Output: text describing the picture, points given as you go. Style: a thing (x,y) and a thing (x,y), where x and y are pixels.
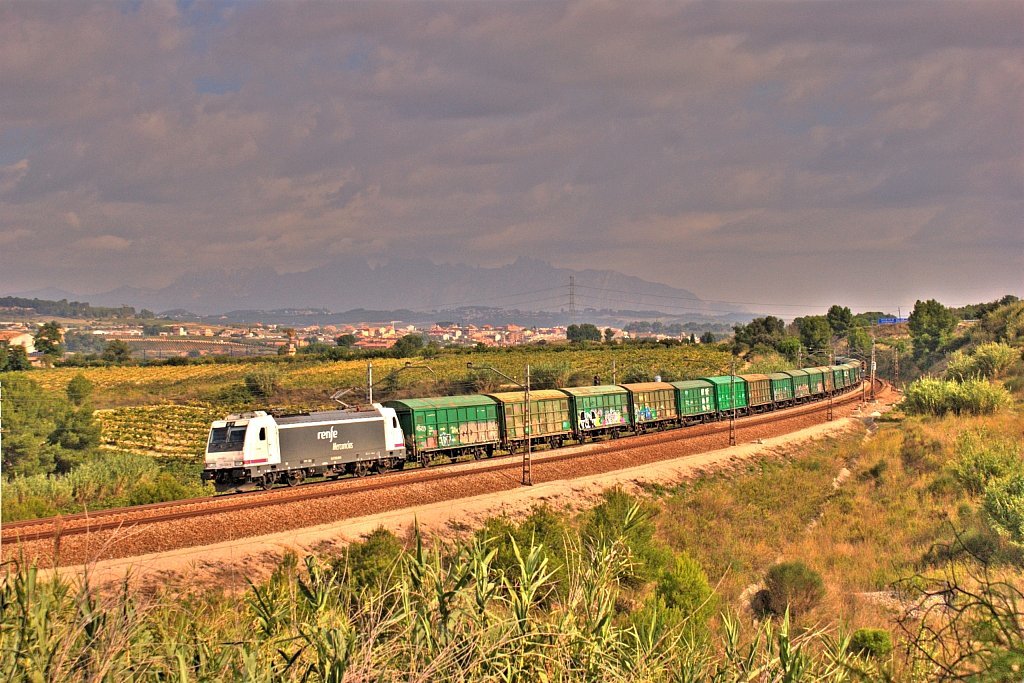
This image is taken outdoors. At the top of the image (243,145) there is a sky (519,214) with clouds (667,211). In the background (338,301) there are a few hills (425,293). There are a few houses (488,334), trees (749,336) and plants (713,341) on the ground (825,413) and there is a tower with wires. In the middle of the image (360,441) a train (377,428) is moving on the track (224,496). There are a few poles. There are many trees (314,355) and plants (214,381) and there is a ground (316,369) with grass (201,390) on it. At the bottom of the image (340,599) there are many plants (555,627) on the ground (869,535).
